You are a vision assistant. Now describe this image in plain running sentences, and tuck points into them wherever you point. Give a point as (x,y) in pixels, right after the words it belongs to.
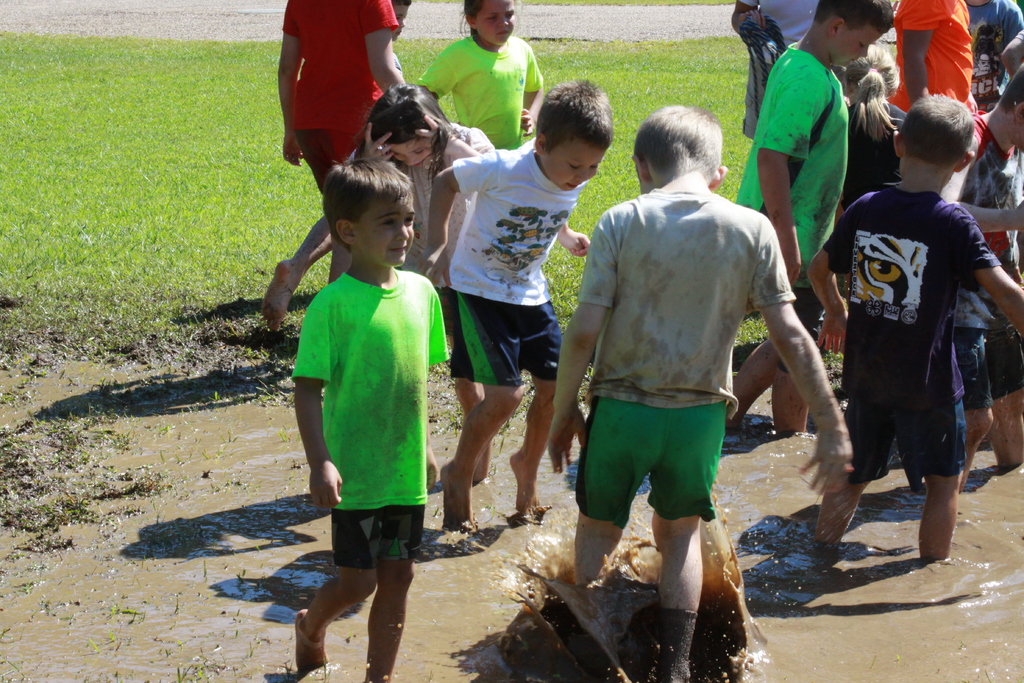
In this image I can see number of children (395,234) are standing and I can see all of them are wearing t shirts (515,172) and shorts (663,501). On the bottom side of the image (475,482) I can see water (730,473) and in the background (143,75) I can see grass (112,106) and a road (3,17).
